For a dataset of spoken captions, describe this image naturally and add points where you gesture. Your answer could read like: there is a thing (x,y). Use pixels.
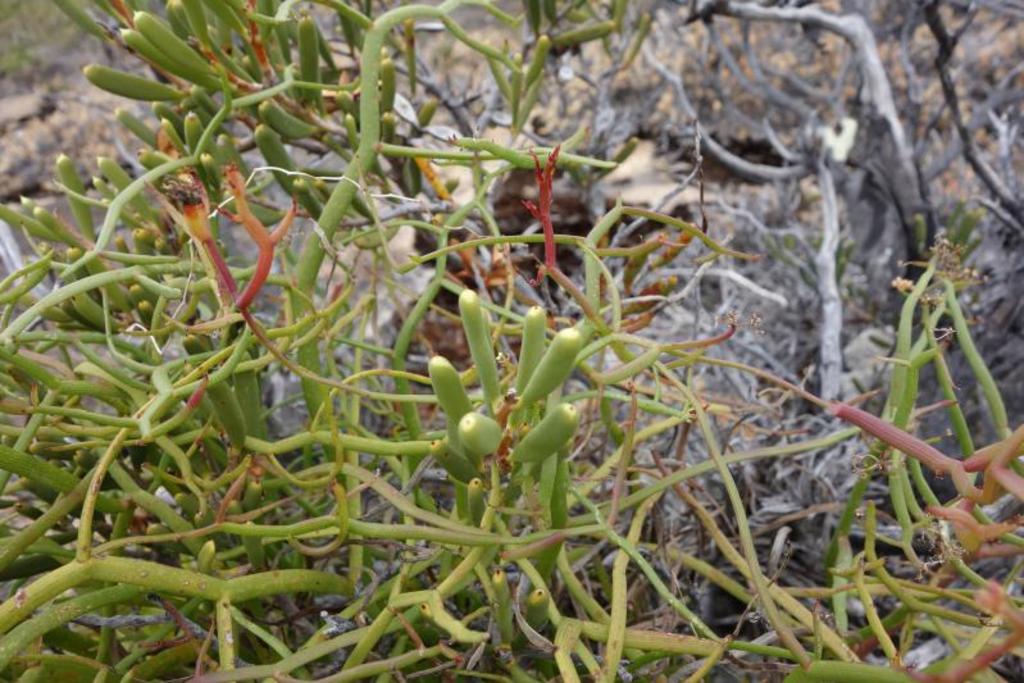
In this image, we can see bushes (85,550).
